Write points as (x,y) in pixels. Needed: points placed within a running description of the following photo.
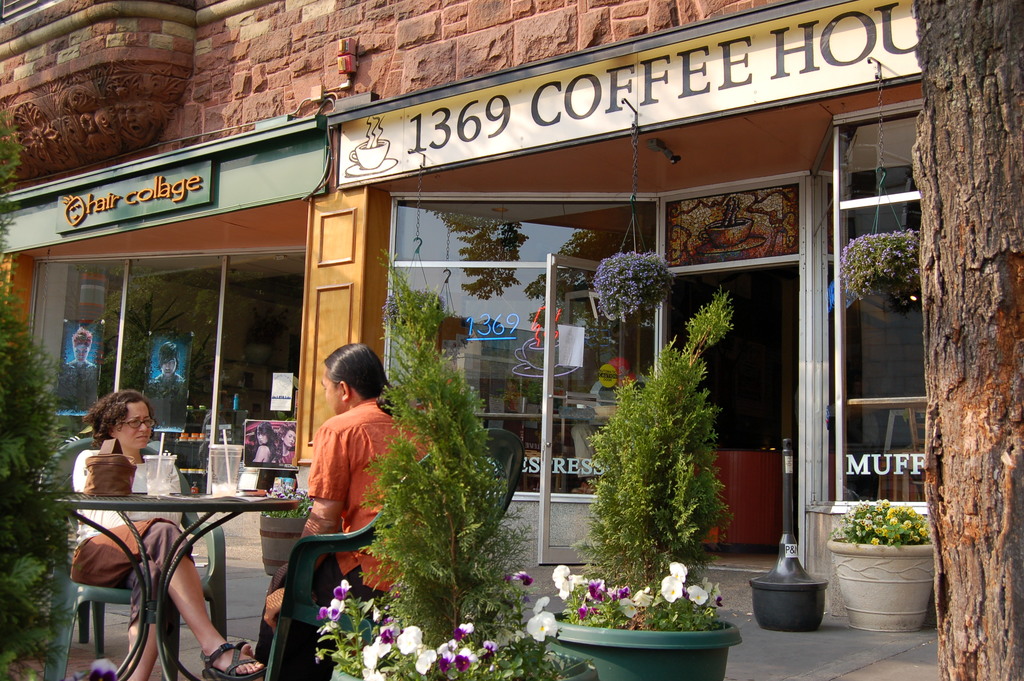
Here in this picture two people (361,434) are sitting in front of the coffee shop (802,365). There is a table (136,503) on that table (180,500) there are two glasses (225,472). We can also see some flower pots (680,603). And to that coffee shop (848,174) there is a flower pot (880,267) hanging. We can see door (800,378). We can see a wall (400,64). And we can see name board (642,86) of that coffee shop (784,371).
